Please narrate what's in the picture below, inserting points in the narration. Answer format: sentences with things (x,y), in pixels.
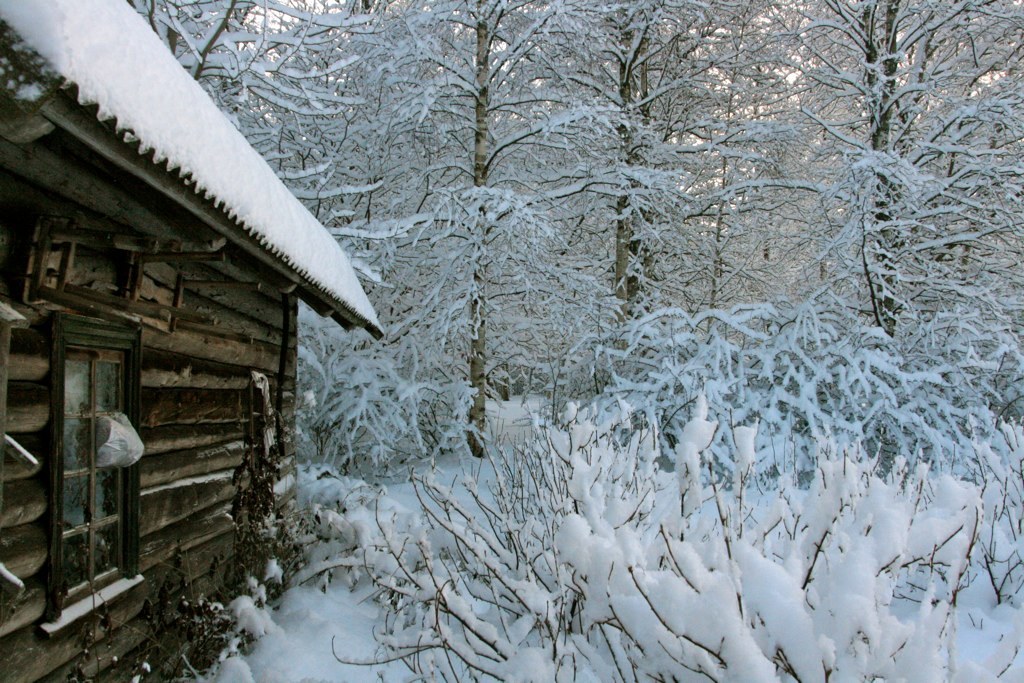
In the image on the left side (90,532) we can see one hut (151,428), window (112,541) and roof (272,237). In the background (502,146) we can see trees (697,150) and snow (331,520).
